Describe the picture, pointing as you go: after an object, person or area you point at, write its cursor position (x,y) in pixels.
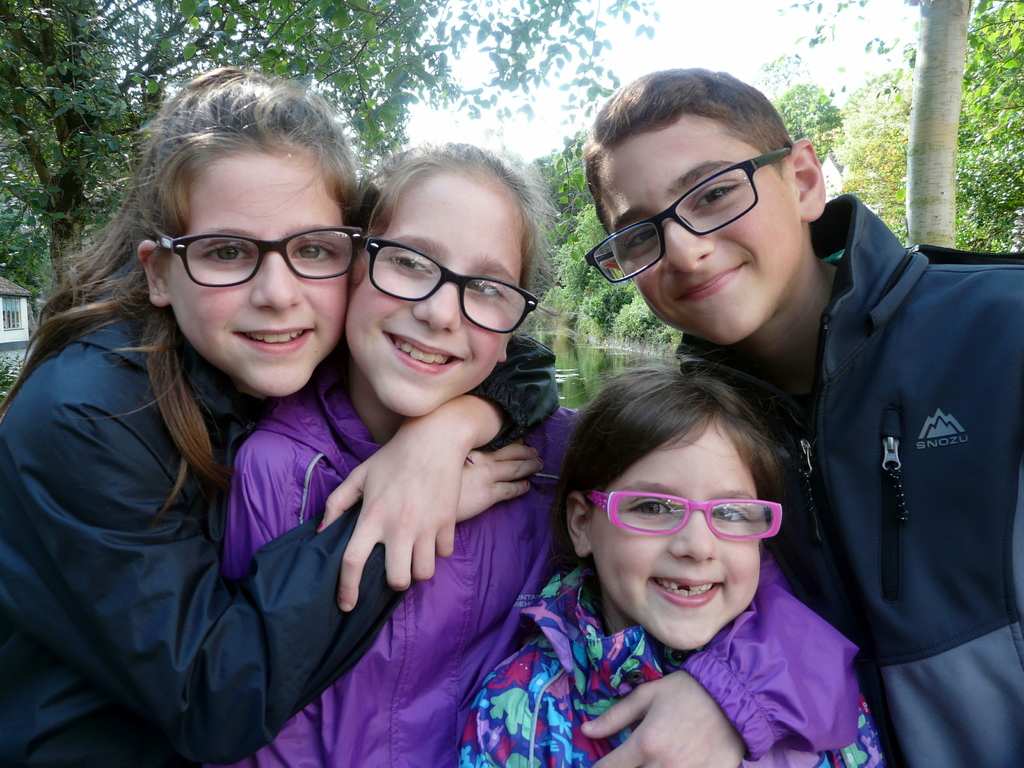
In this picture i can see four people (563,423) are wearing spectacles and smiling and in the background (334,21) i can see trees (868,127).
